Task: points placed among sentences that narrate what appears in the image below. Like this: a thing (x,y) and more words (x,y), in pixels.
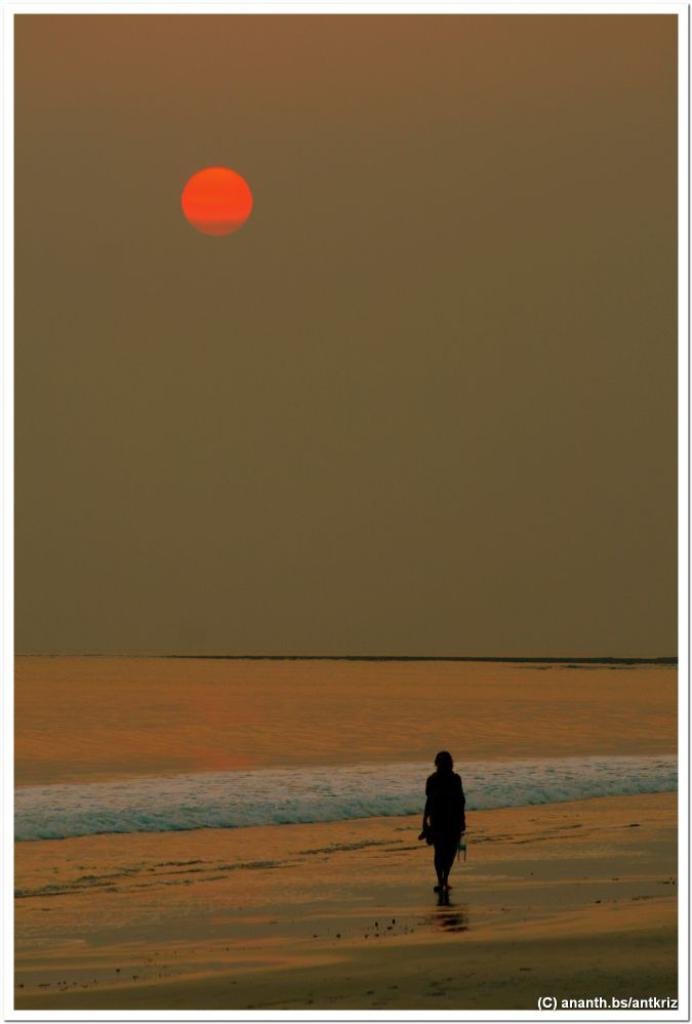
In this image we can see a photo with border (128,1014) and there is a person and we can see the ocean (239,691) and at the top (373,126) we can see the sun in the sky (352,503).
